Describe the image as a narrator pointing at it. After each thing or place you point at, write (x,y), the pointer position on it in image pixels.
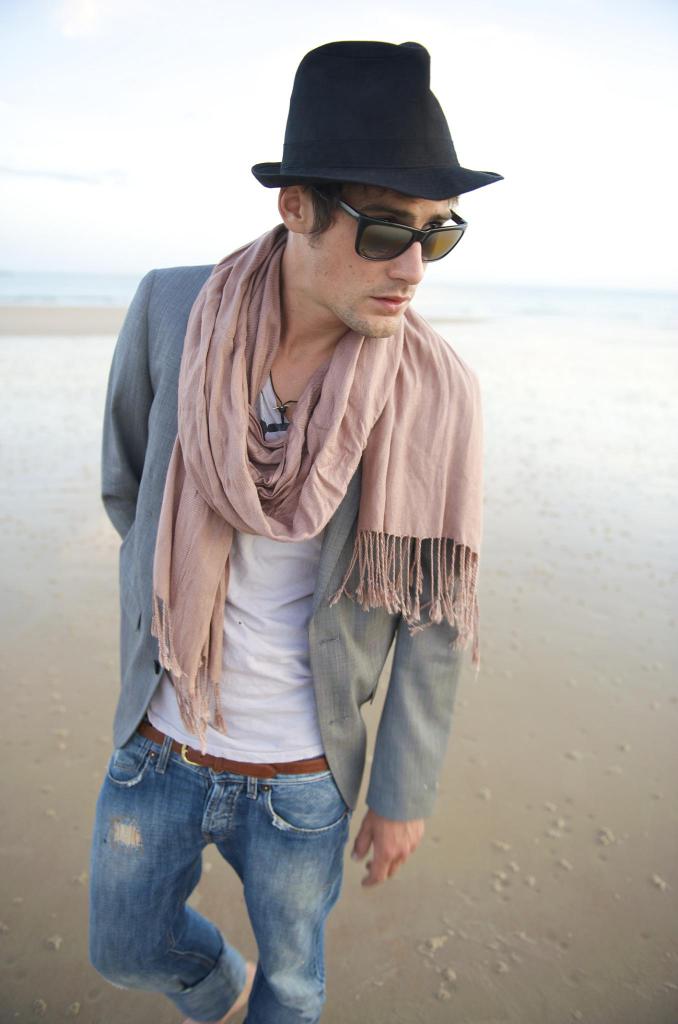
In this picture we can see a person (415,547) standing on the sand (453,852), he is wearing spectacles (398,227).
